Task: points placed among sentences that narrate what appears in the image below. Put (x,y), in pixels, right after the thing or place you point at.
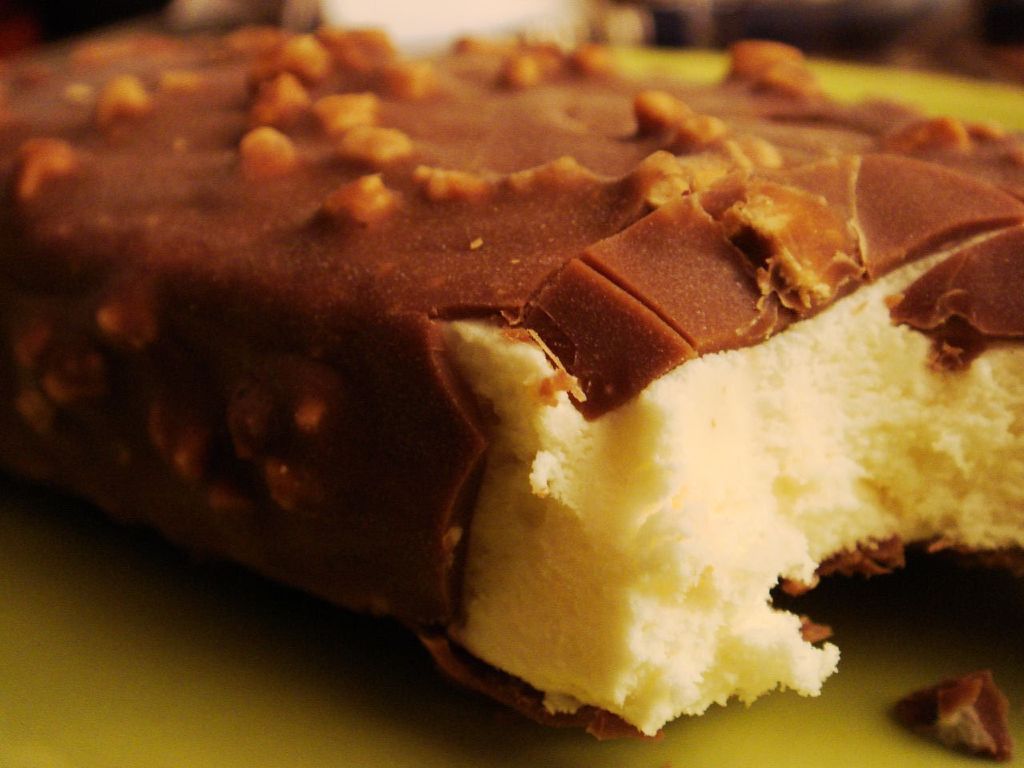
In this image I can see the food (486,239) which is in brown and cream color. It is on the yellow color surface (69,725).
